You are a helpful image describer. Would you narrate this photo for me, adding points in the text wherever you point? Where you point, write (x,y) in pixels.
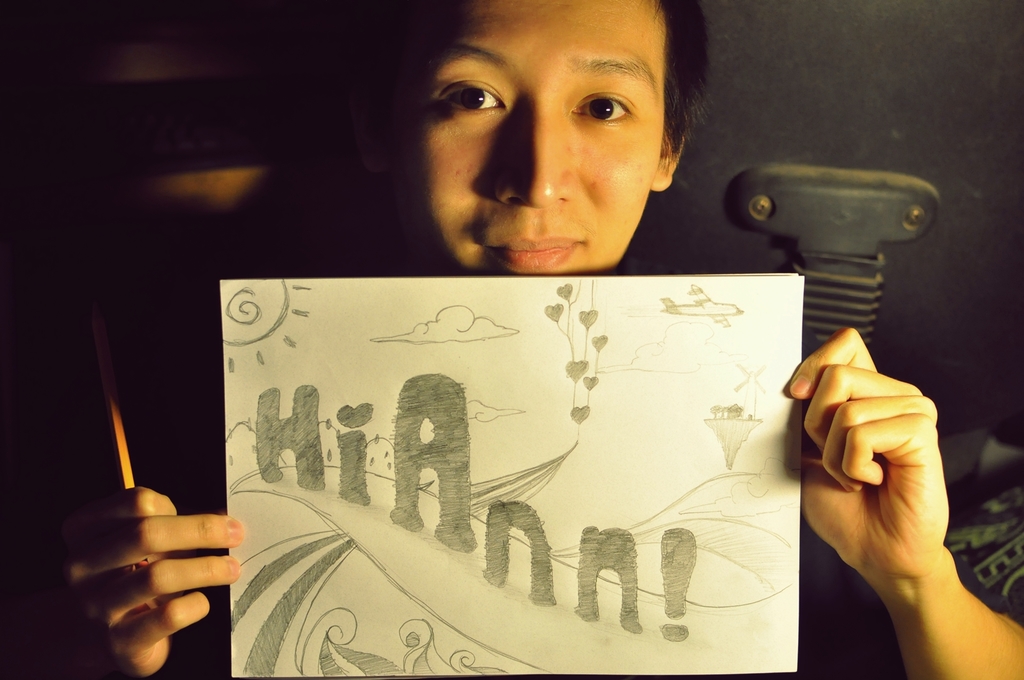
In this picture, we can see a person (633,176) holding a pencil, paper (302,667) and some designed text (685,598) and art (284,307) on it, and we can see some objects (893,234) on the right side of the picture (869,298), and we can see the dark background (897,258).
